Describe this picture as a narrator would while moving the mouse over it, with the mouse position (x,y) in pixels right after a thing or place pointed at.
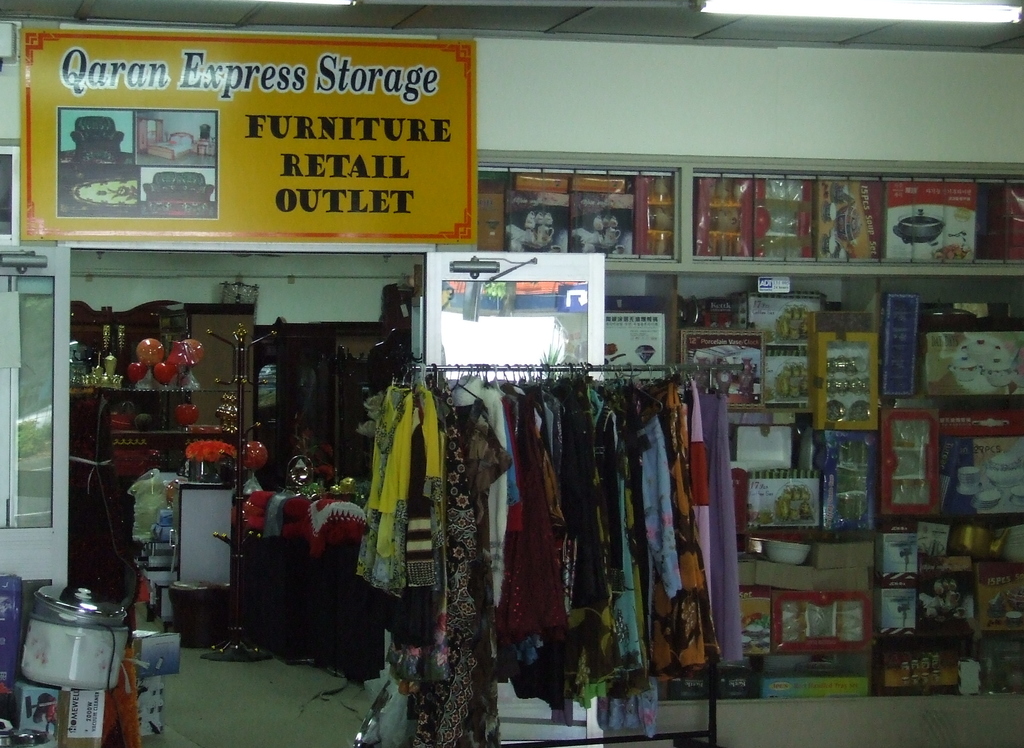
In this picture we can see the cloth store (553,404). In the front (551,538) there are some clothes (521,497) hanging on the stand (652,367). Behind we can see the household products (807,372) in the shelf (800,410). On the top (311,211) we can see the yellow naming board (240,87) on which "Qaran Express storage" is written. Behind we can see the wooden furniture (150,398).
